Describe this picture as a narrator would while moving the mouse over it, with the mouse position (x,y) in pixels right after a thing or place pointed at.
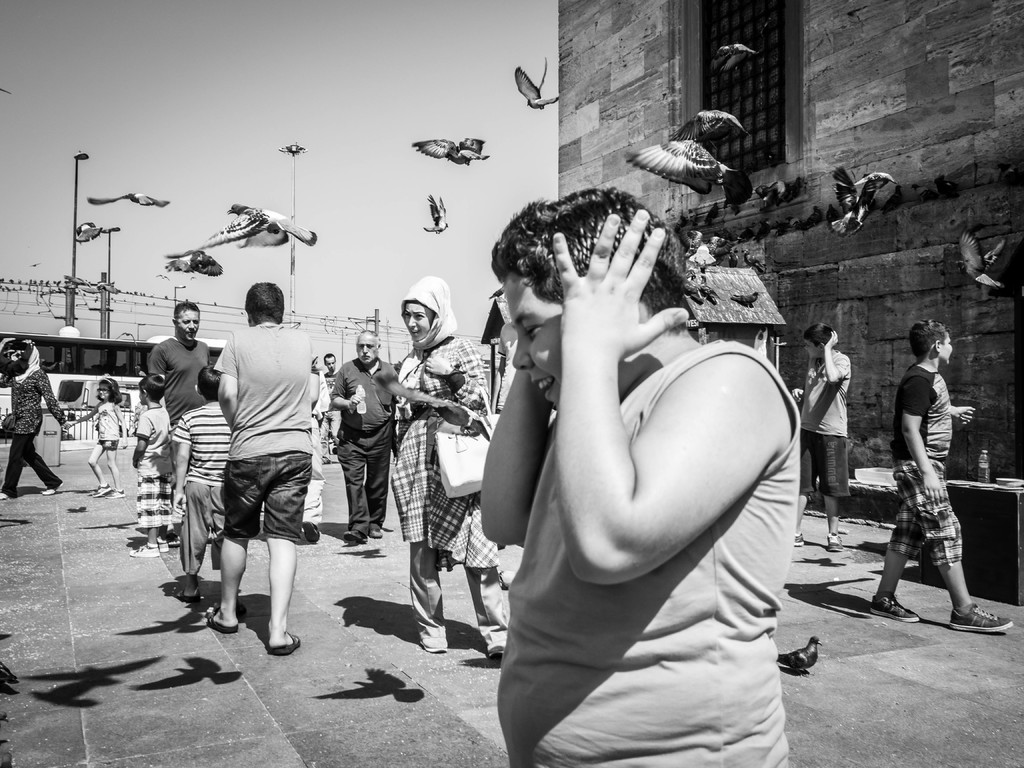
In this image I can see few people (516,414) standing and few (340,401) are holding bag (474,457) and bottle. I can see few birds (728,188) flying. I can see building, window (751,100), light poles (73,263), wires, fencing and vehicles (106,346). The image is in black and white.
